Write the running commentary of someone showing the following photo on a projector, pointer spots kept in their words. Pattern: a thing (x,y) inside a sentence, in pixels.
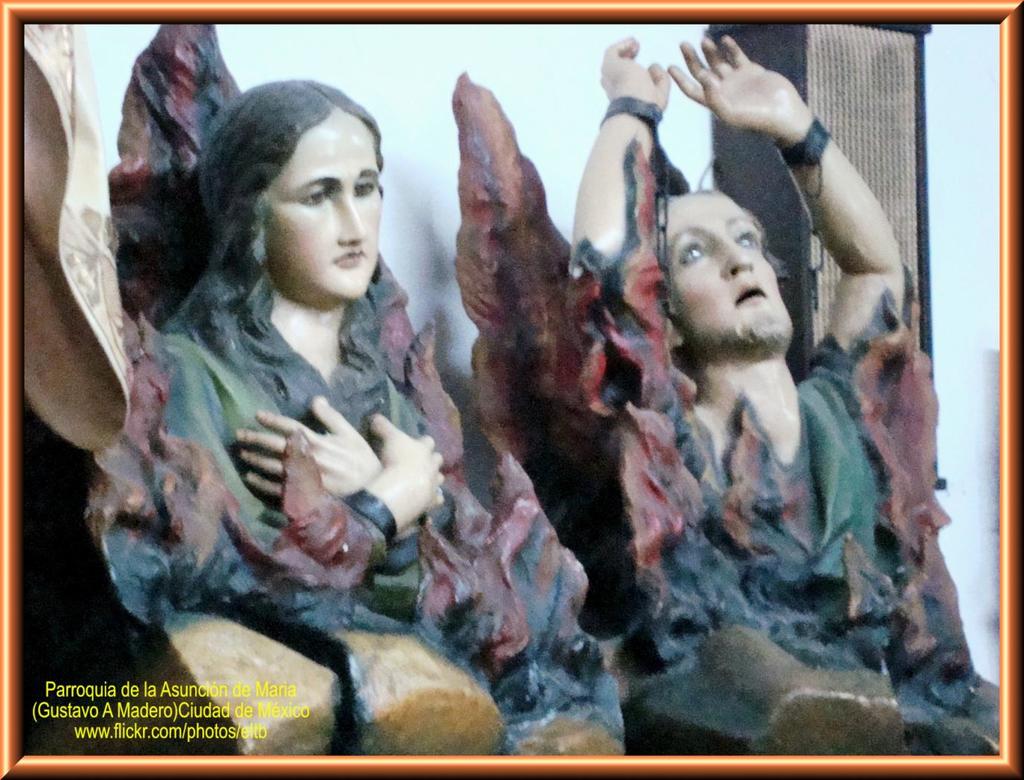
In the center of the image (562,354), we can see sculptures (433,362) of some people (358,392) and there is some text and a pillar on the frame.
